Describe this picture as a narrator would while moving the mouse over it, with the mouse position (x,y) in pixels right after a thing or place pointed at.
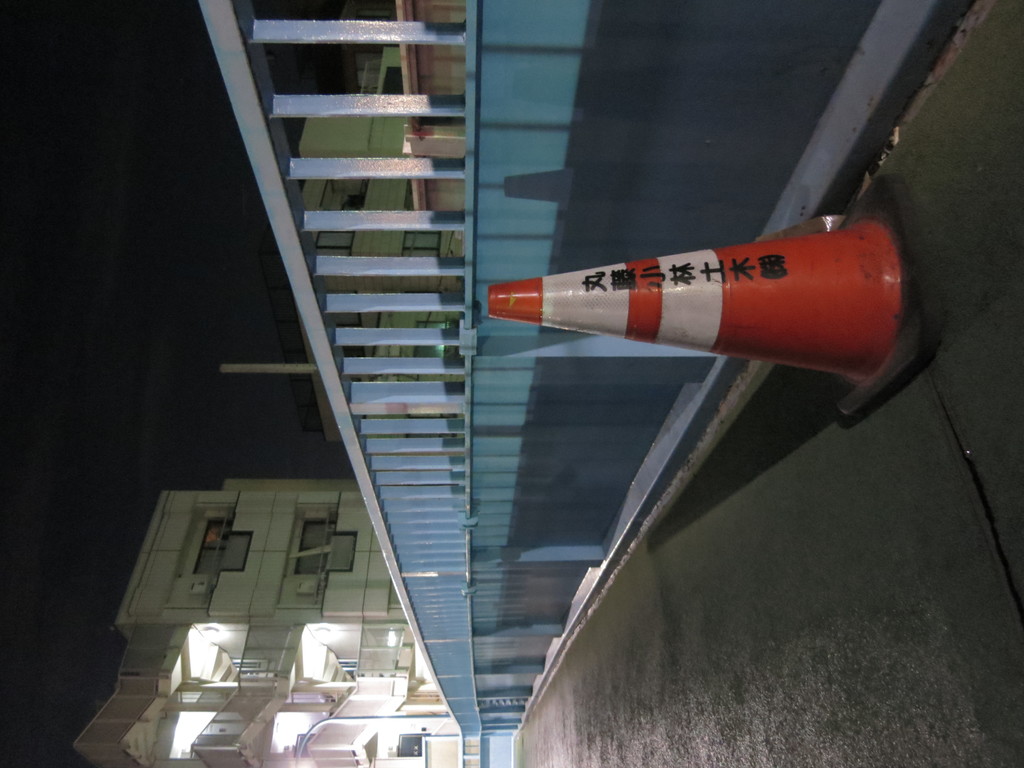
In this image there is a road (577,702), beside the road (641,746) there is a railing (466,231) and an object (701,316), in the background (248,568) there is a building (369,577).
